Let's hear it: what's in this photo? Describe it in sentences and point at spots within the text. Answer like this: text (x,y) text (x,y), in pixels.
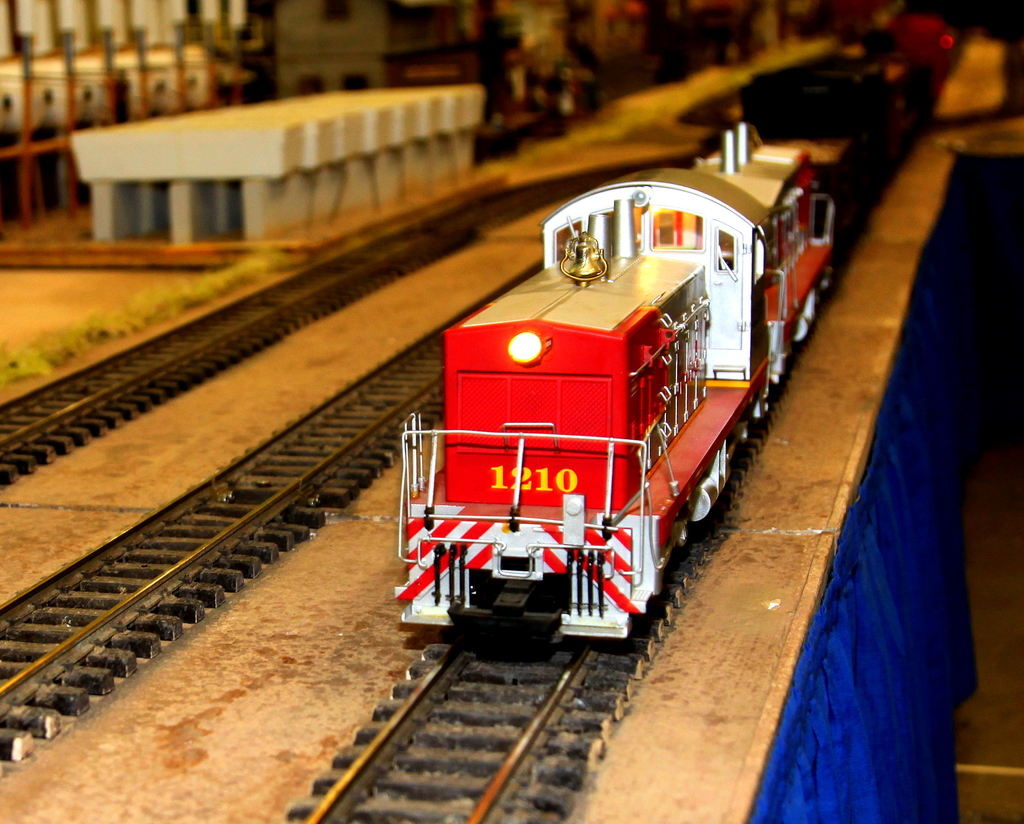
In this image I can see a train (440,595) which is in white and red color on the track (524,711). Background (200,149) I can see a building (212,146) in white color and I can also see a blue color cloth (864,664).
